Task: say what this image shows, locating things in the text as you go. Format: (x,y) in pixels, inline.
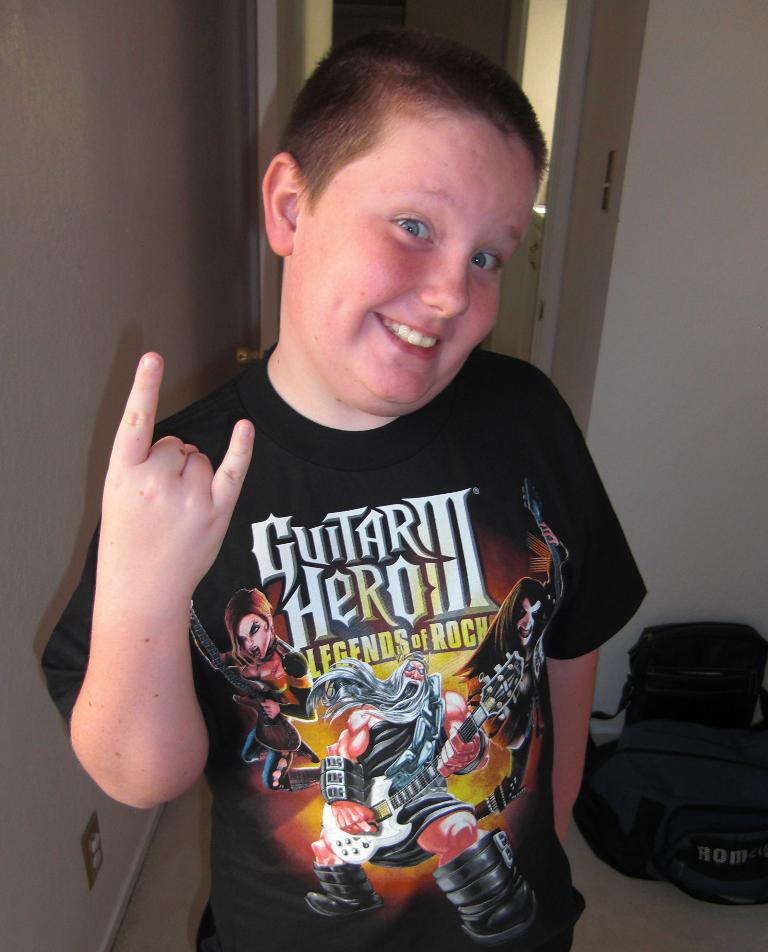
In this image we can see a kid (414,712) wearing black color T-shirt (326,461) standing and posing for a photograph and at the background of the image (676,720) we can see two bags (689,706) and door (587,37).
